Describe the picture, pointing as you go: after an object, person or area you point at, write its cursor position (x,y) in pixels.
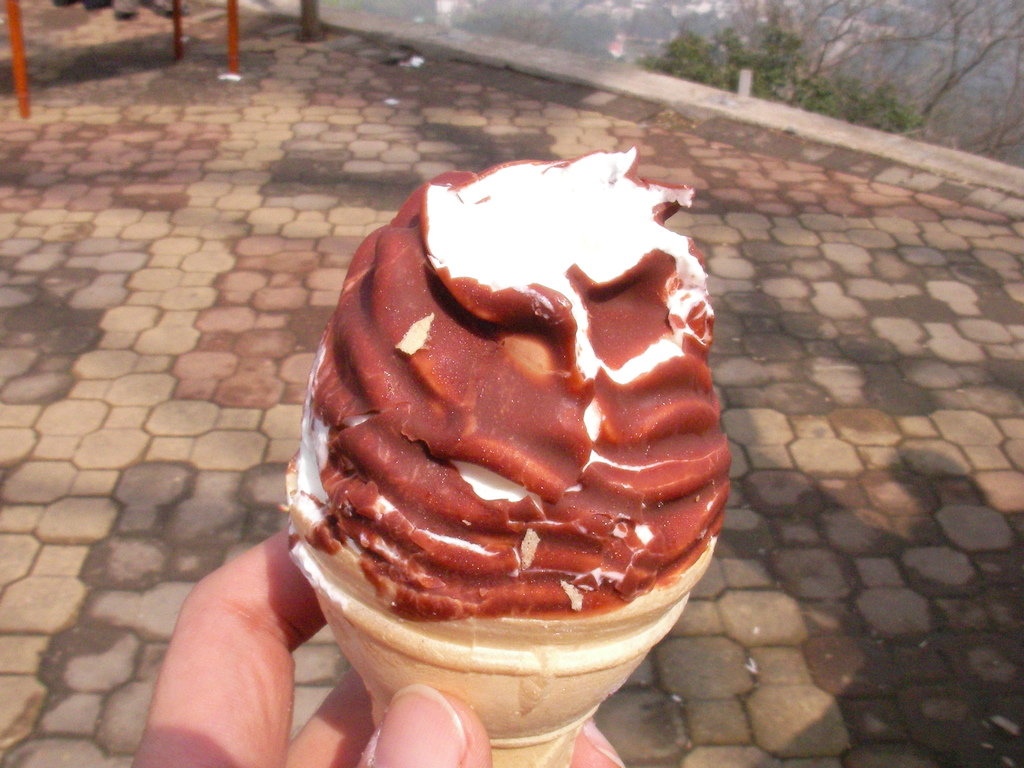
In this image, we can see human fingers (388,754) with cone ice cream (515,626). Background (1001,481) there is a floor (855,319). Top of the image (25,103), we can see few rods (21,57), trees (767,62).
